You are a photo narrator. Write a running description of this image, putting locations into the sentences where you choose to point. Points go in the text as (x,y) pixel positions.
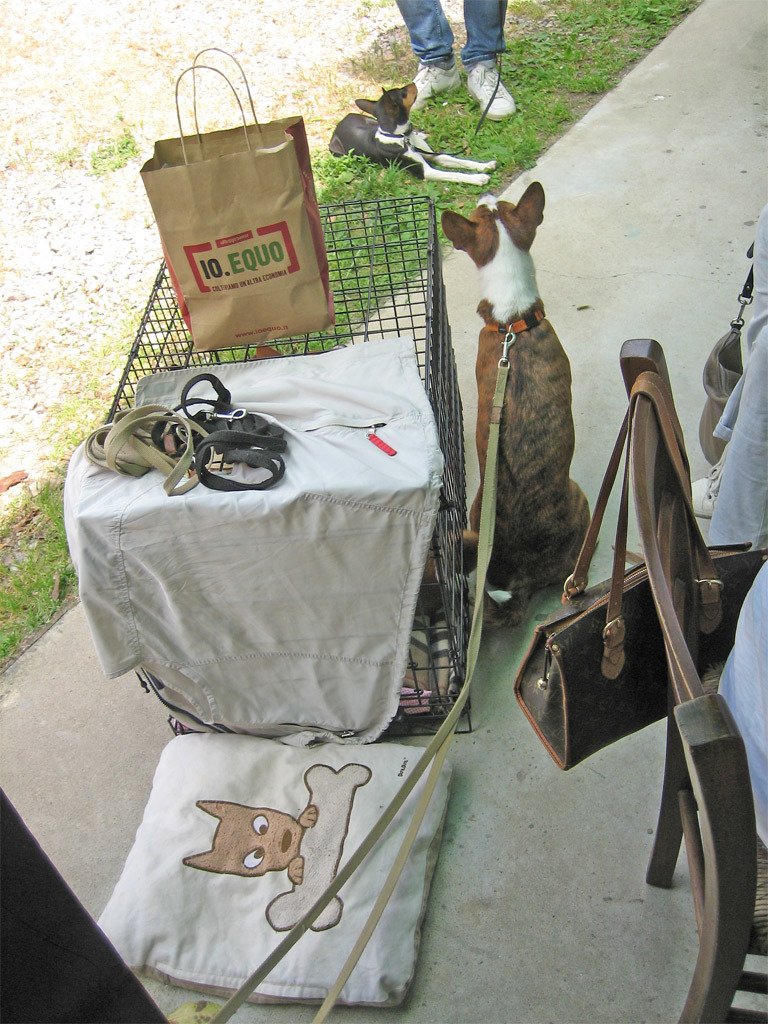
The picture consists of dogs (434,180), dog belts (417,152), pillow (355,808), cloth (353,393), cage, cover (277,335), handbag (592,608), chair (674,571), people (430,34), grass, dry leaves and other objects (264,313).
